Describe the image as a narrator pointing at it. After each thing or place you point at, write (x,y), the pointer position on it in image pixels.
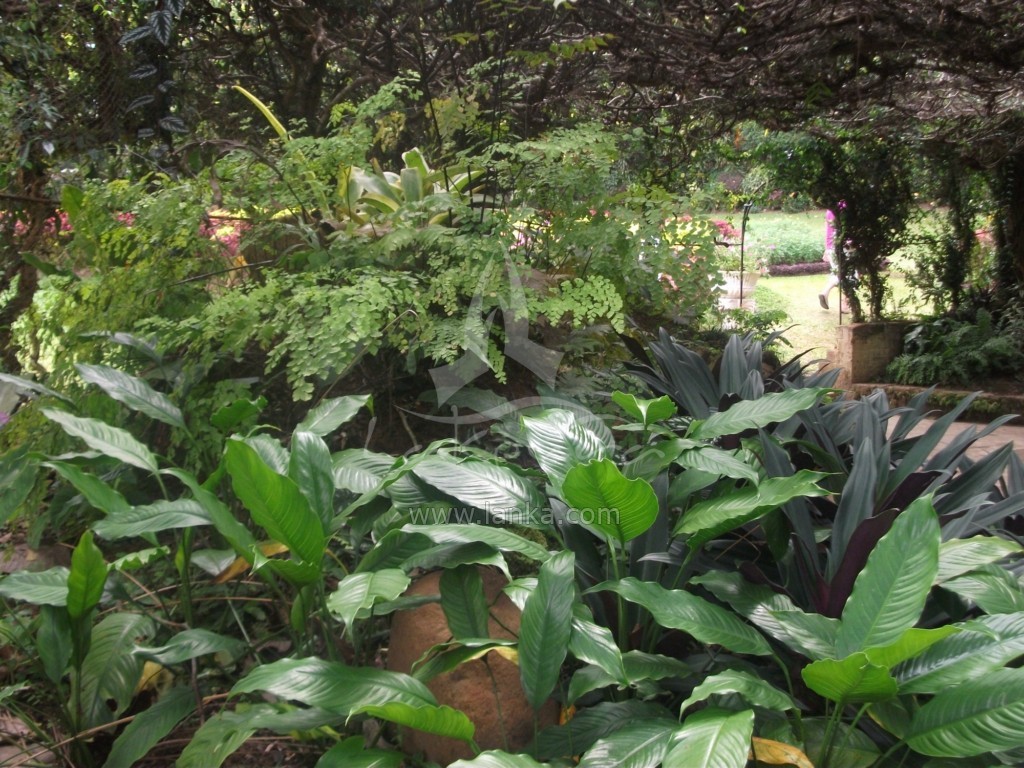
In the foreground of the picture (372,660) I can see the plants (842,389). There is a person (838,200) walking on the grass (797,318) on the right side (838,279). In the background (814,193), I can see the trees (968,85).
